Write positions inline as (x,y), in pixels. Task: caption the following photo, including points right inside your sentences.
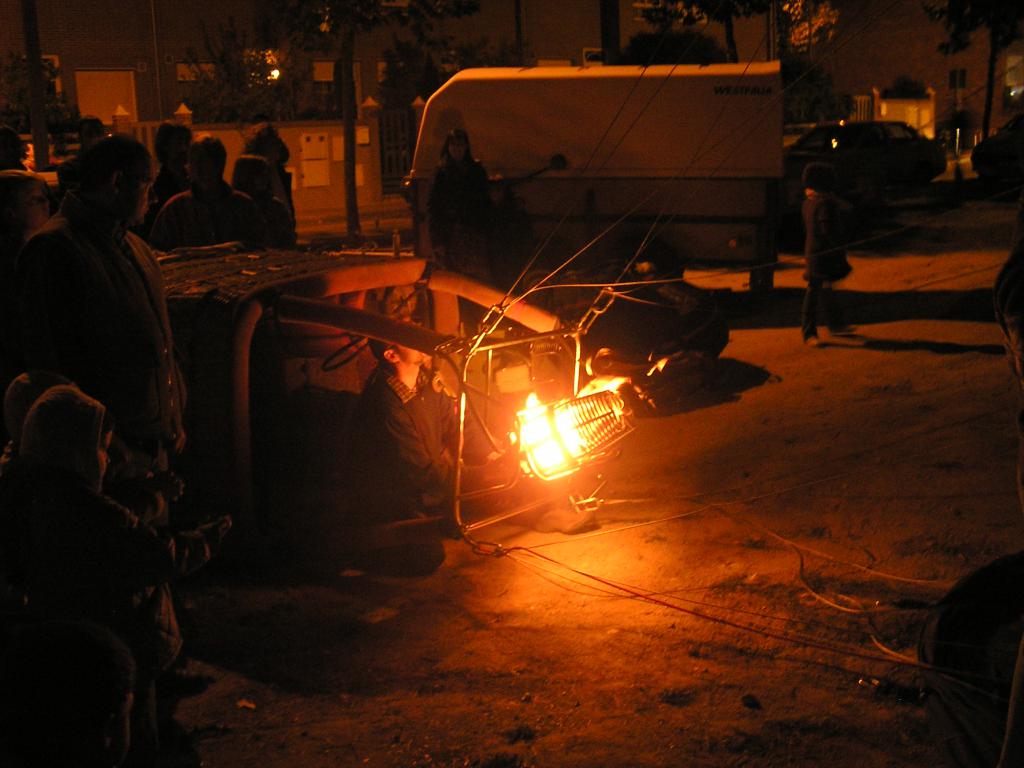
In this picture we can see some people (99,223) are standing, there is a person (445,433) sitting in the middle (445,455), in the background (598,30) there are some trees (36,30), a house (894,41) and a car (882,138), we can also a light (562,433) in the middle (549,449).
